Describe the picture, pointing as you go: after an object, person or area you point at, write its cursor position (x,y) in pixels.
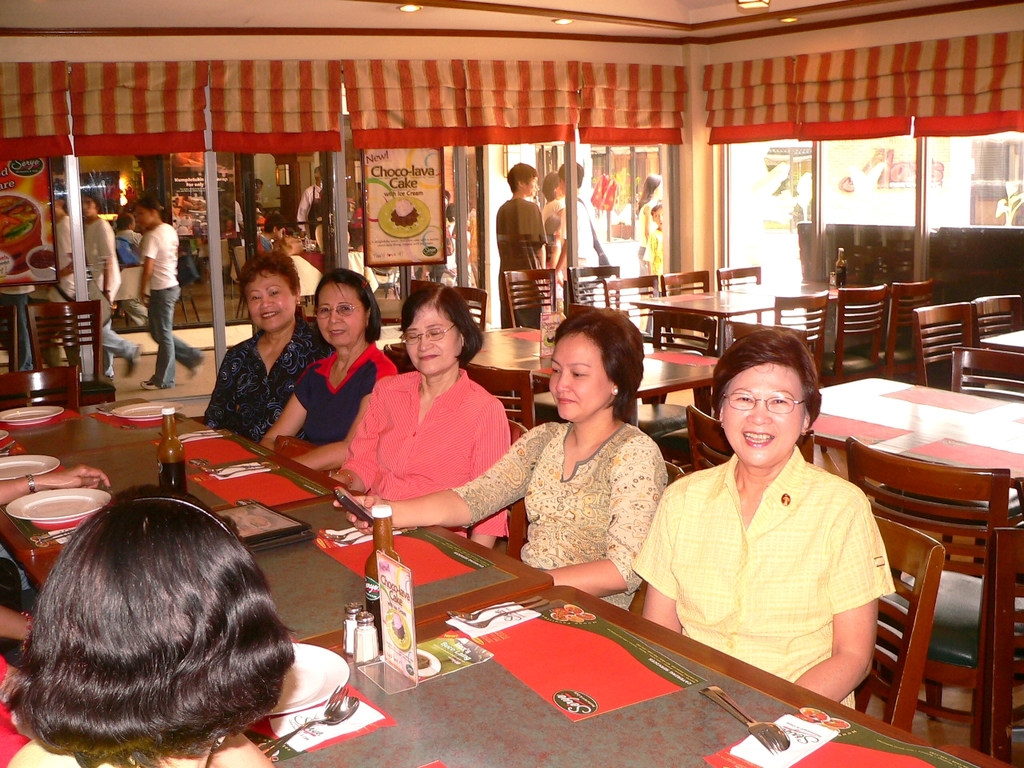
In this picture we can see a group of people (455,399) and some people (686,525) are sitting on chairs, some people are standing, here we can see tables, chairs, bottles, forks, plates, posters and some objects (831,282).
